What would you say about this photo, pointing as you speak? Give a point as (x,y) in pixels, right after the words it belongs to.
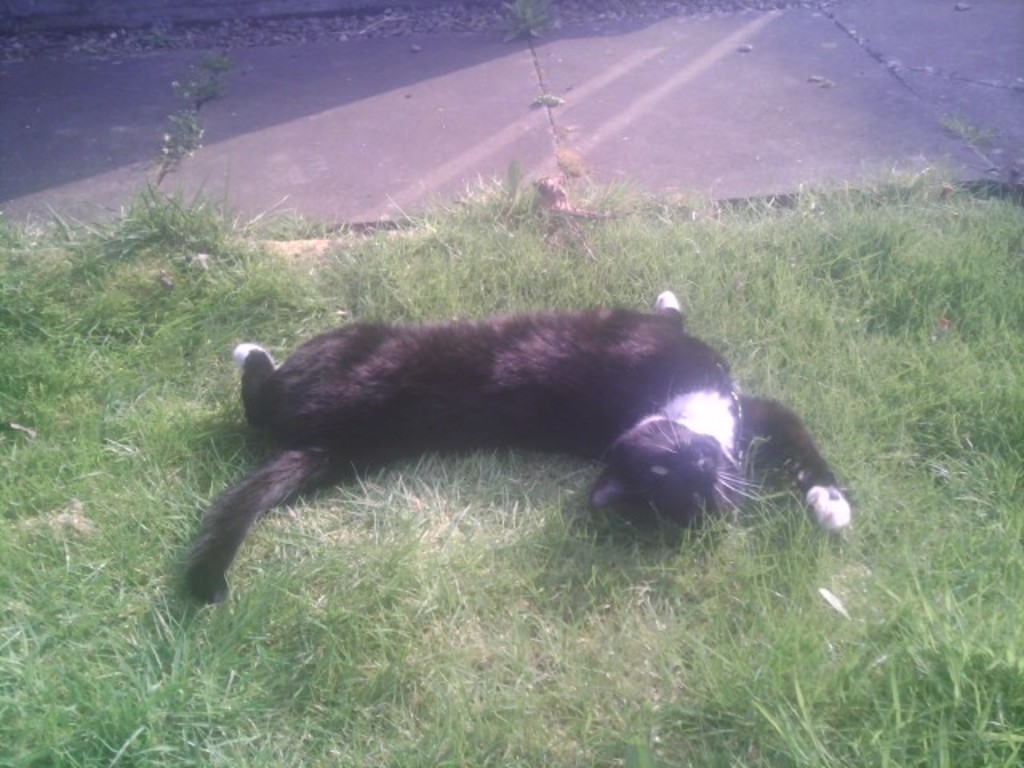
In this image we can see a cat (545,373) on the grass (581,605) and ground (278,173) beside the grass (53,271).
